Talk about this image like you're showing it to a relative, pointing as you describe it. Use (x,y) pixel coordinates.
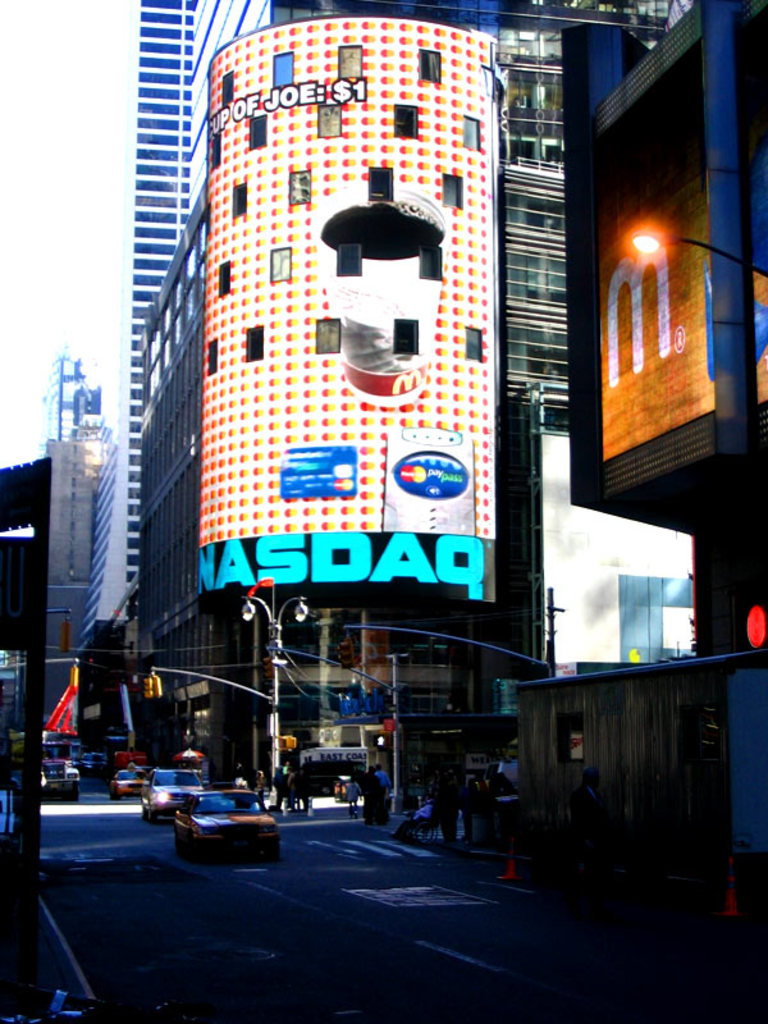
In this image we can see there are vehicles (96,770) are on the road (369,958), beside the vehicles (76,771) there are a few people (381,807) standing on the road (509,911). On the right side of the image (537,714) there are many buildings (287,455), stalls (566,820) and utility poles (287,649). On the left side of the image (36,373) there is a sky (24,85).
